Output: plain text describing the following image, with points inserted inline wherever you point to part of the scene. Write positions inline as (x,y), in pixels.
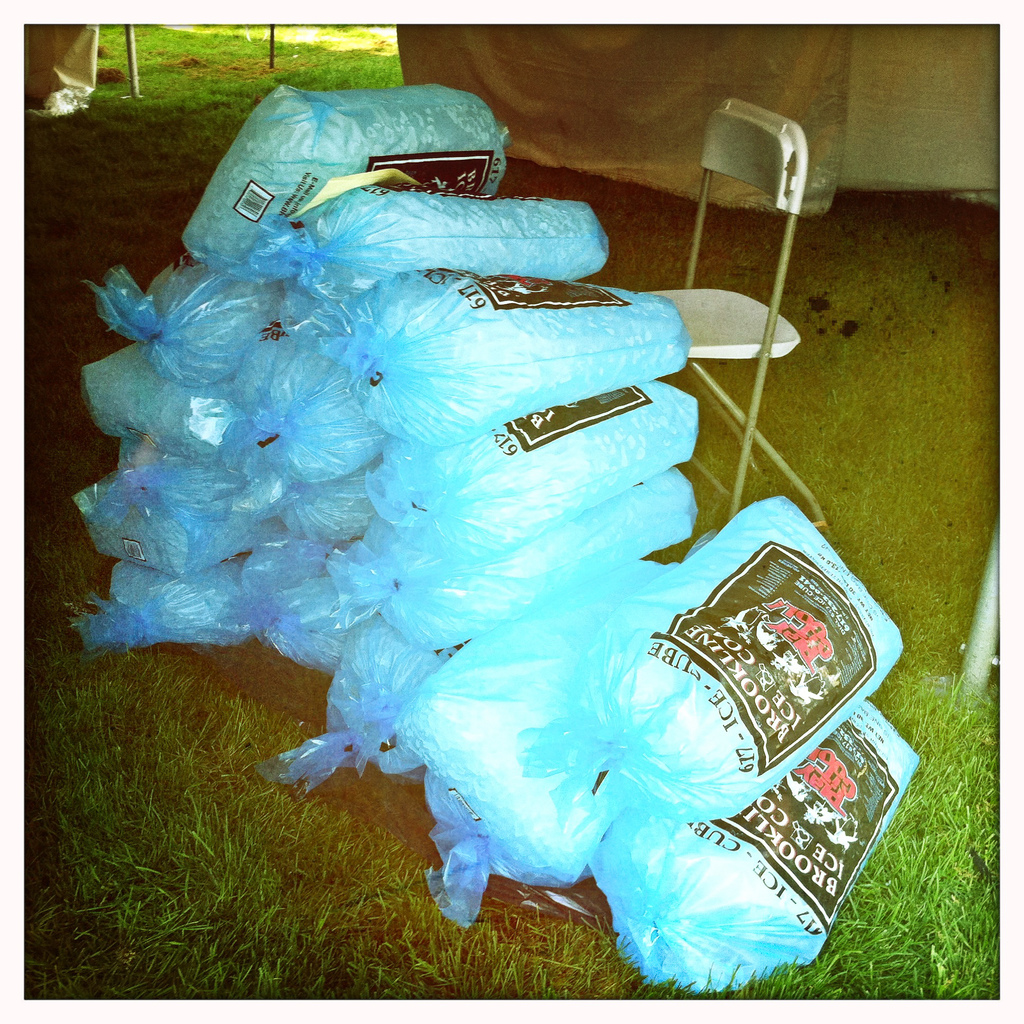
In the center of the picture (653,412) there are some objects (534,466) in the bags (526,534) and there is a chair (705,355). In the foreground (232,849) we can see grass (933,773). At the top (513,30) there are tents (513,30), iron poles (131,40) and grass (386,71).
